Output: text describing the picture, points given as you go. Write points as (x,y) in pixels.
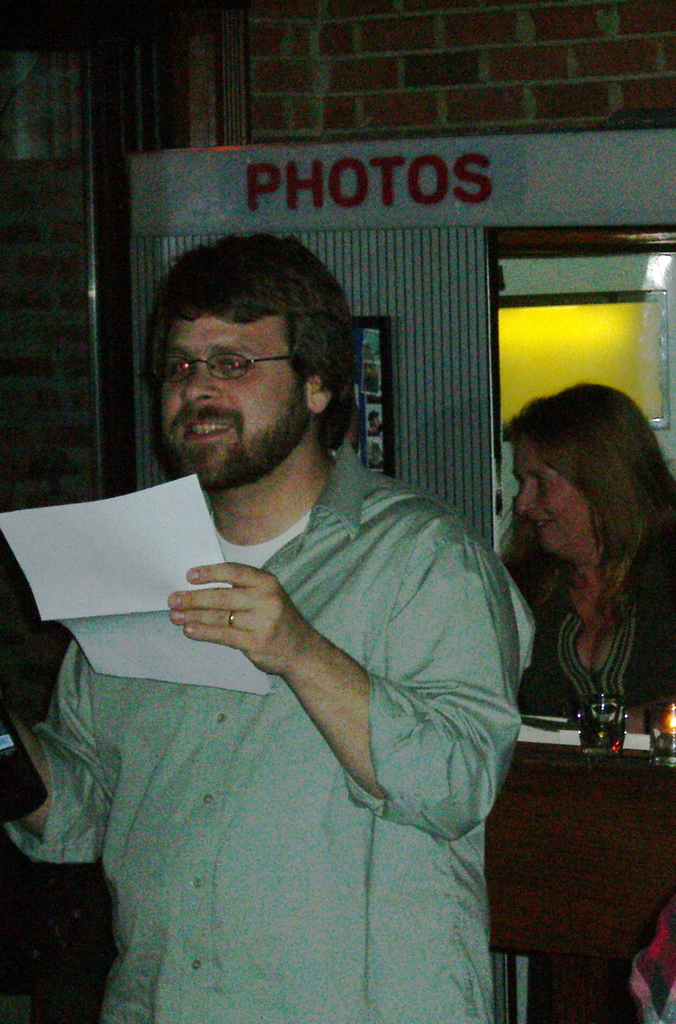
In this image, we can see a person (327,704) holding a paper (164,605) and smiling. Background (582,465) we can see a woman (586,482) desk (515,847), few objects (667,757), brick wall (55,237) and glass object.
